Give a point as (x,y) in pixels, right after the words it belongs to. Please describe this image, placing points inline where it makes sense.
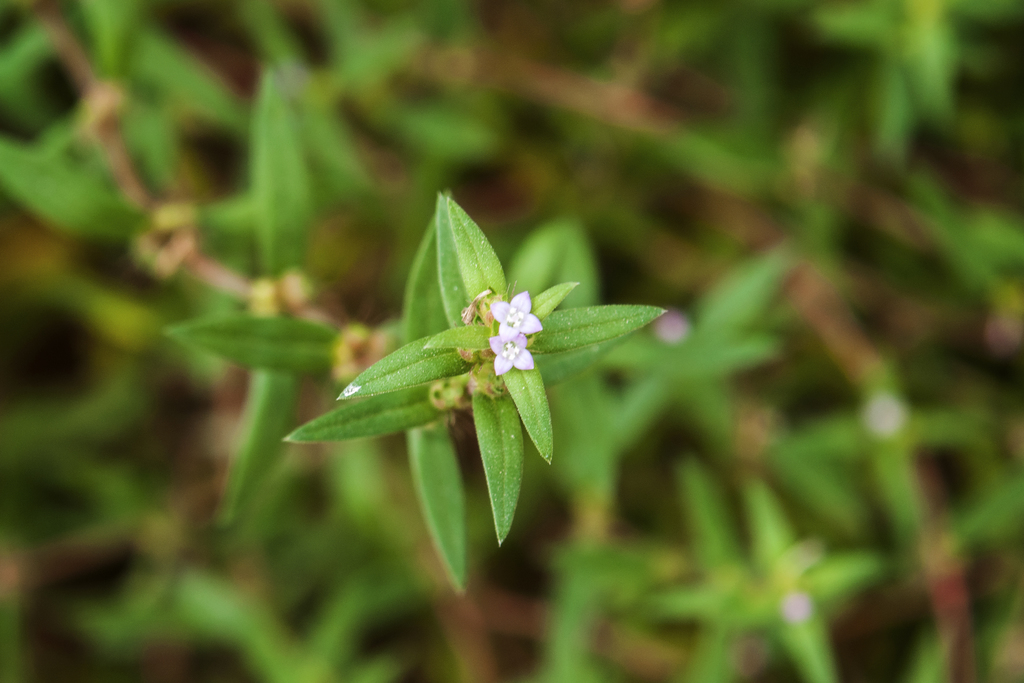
In this picture I can see there are plants (520,347), it has small purple flowers (522,329) and the backdrop (390,12) is blurred.
